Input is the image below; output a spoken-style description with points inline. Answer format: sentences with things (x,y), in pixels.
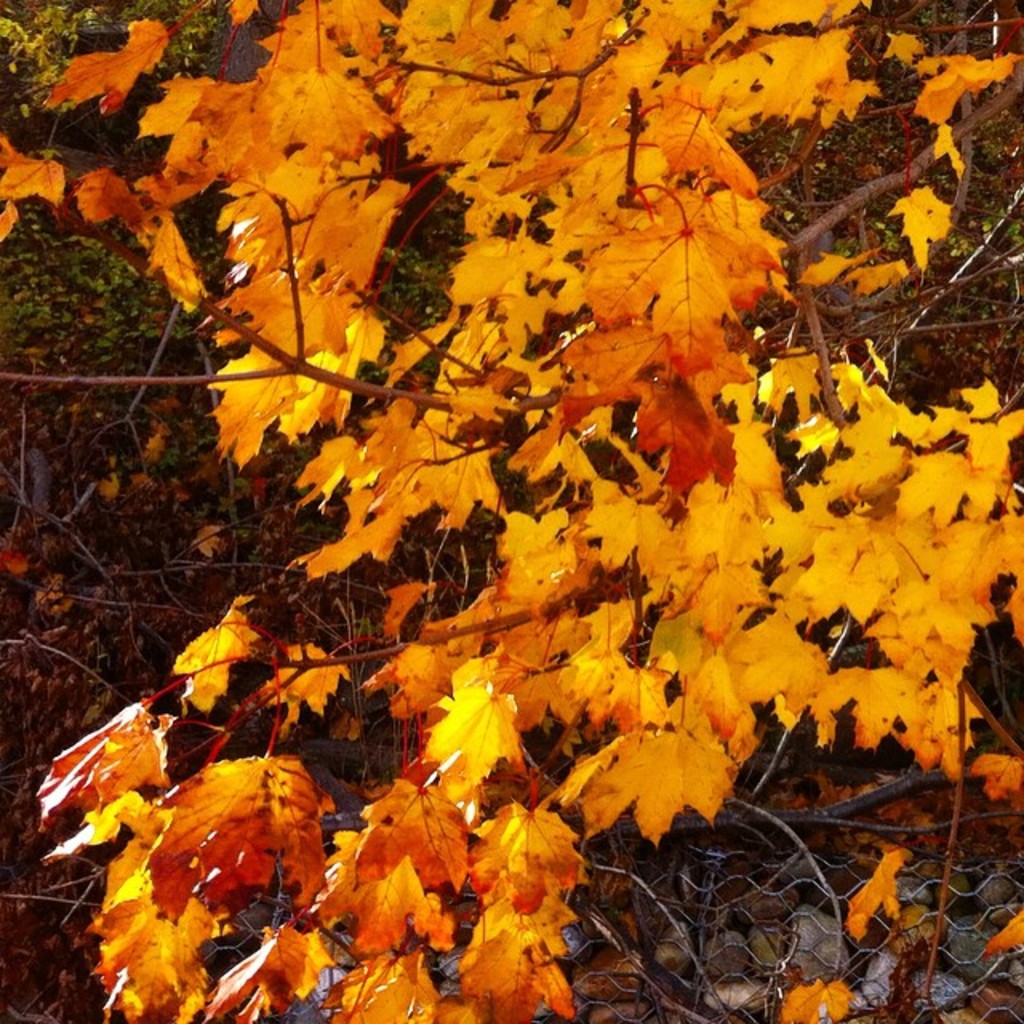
In this picture we can see orange color leaves (695,455). In the back (30,325) we can see trees (971,194). On the bottom (702,931) we can see fencing (756,968).
